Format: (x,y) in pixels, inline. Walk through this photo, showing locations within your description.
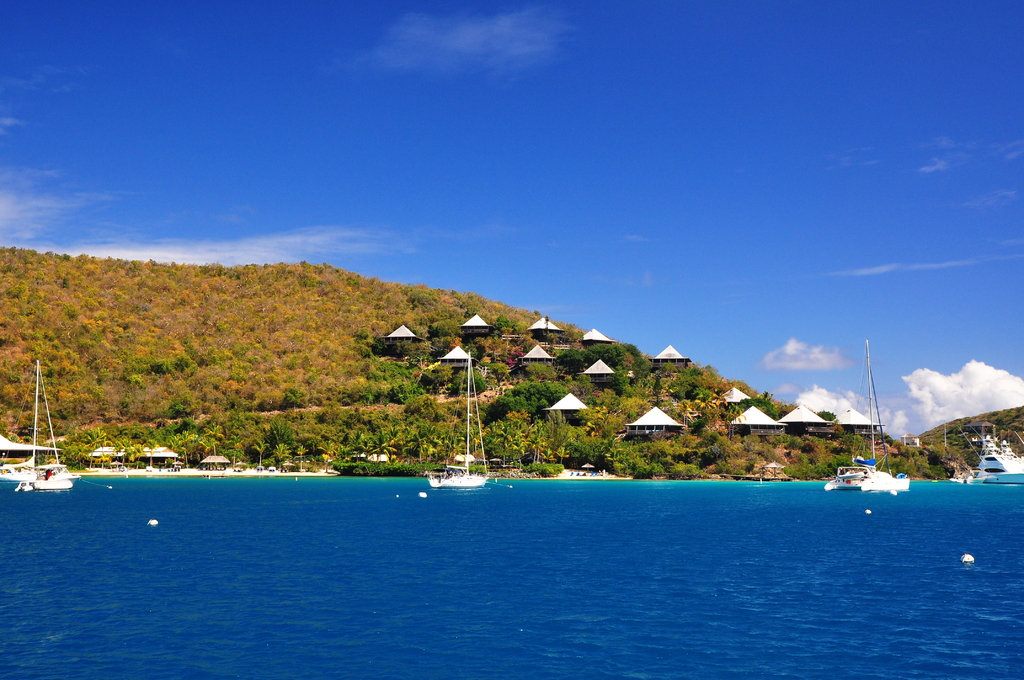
In this image, we can see boats (452,480) floating on the water (921,500). There is a hill (389,394) in the middle of the image (681,388). There is a sky (520,247) at the top of the image (482,82).
